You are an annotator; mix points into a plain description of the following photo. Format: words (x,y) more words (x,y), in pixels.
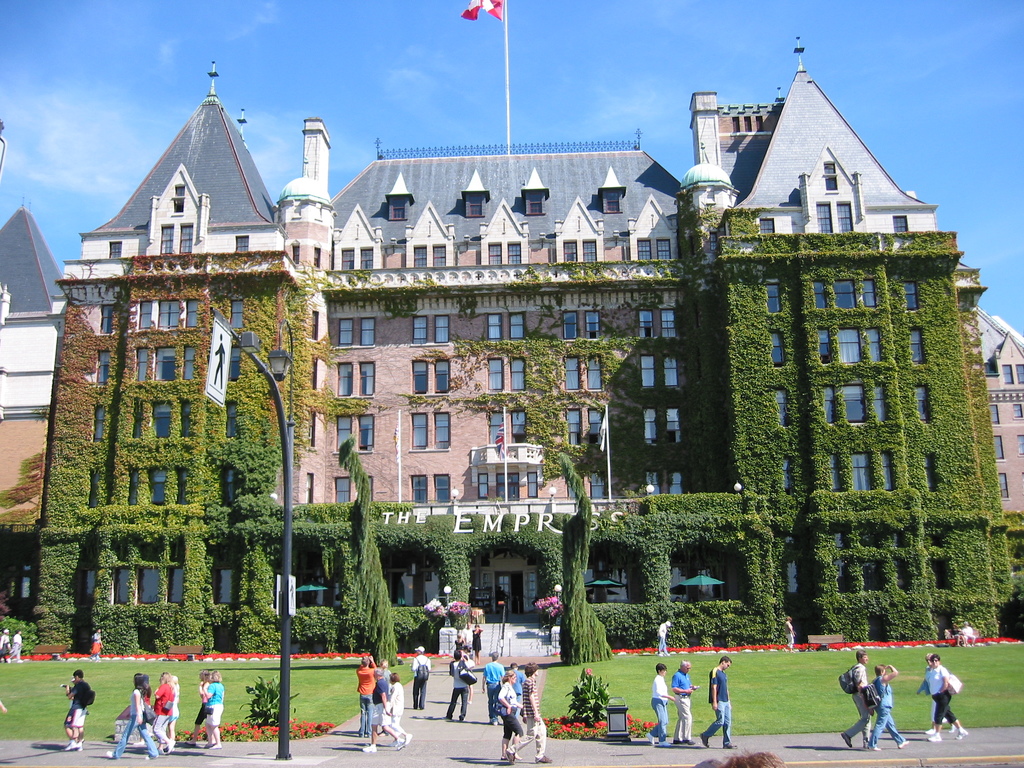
In this image a group of people (656,720) are walking. There is a building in the image. There are many trees (371,593) and plants (355,611) in the image.
